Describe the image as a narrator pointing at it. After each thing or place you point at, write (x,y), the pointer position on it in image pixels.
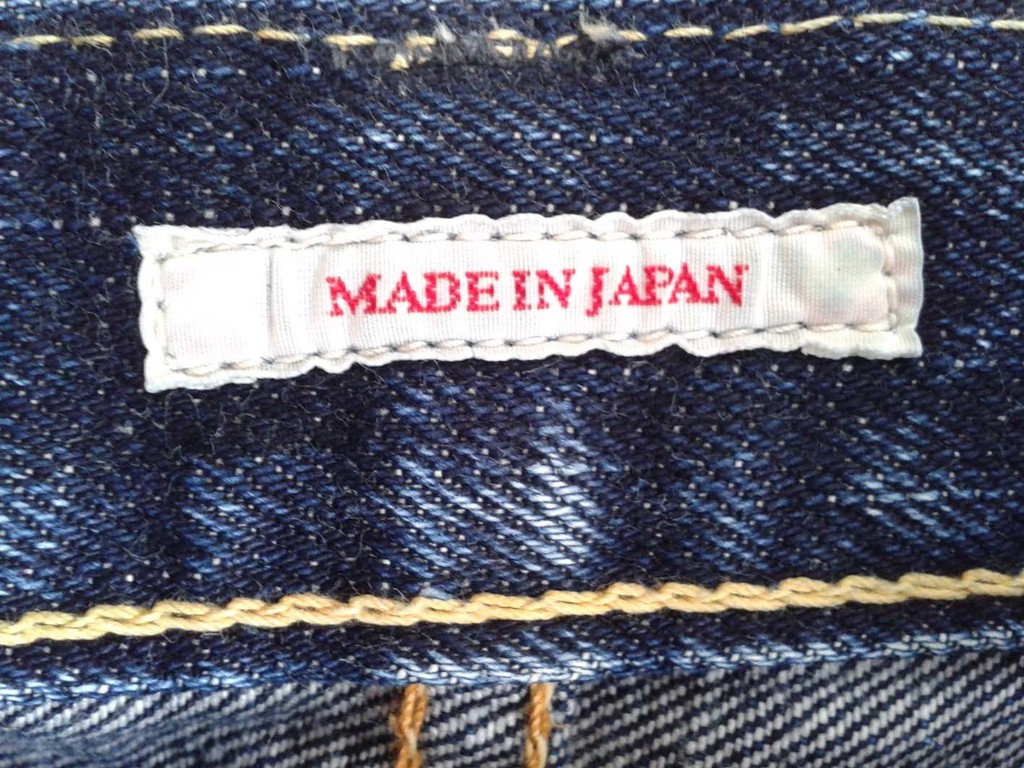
In this image, we can see clothes (540,361). On the white cloth (332,355) we can see some text (376,305).
